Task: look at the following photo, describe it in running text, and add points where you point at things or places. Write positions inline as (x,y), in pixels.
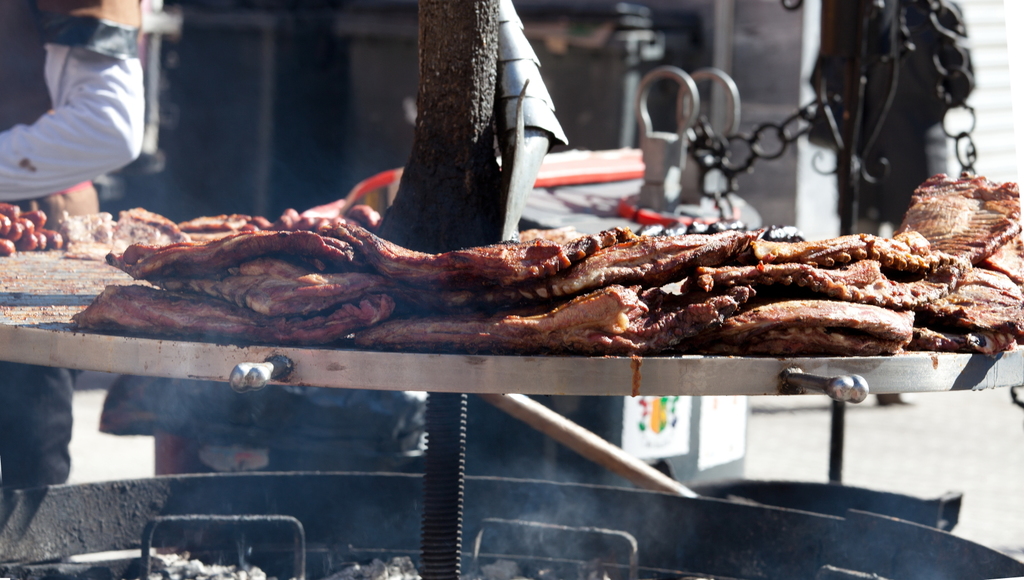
In front of the image there is a table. On top of it there are some food items (648,273). We can see a trunk (488,215) of a tree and there are a few other objects (546,483). There are people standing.
